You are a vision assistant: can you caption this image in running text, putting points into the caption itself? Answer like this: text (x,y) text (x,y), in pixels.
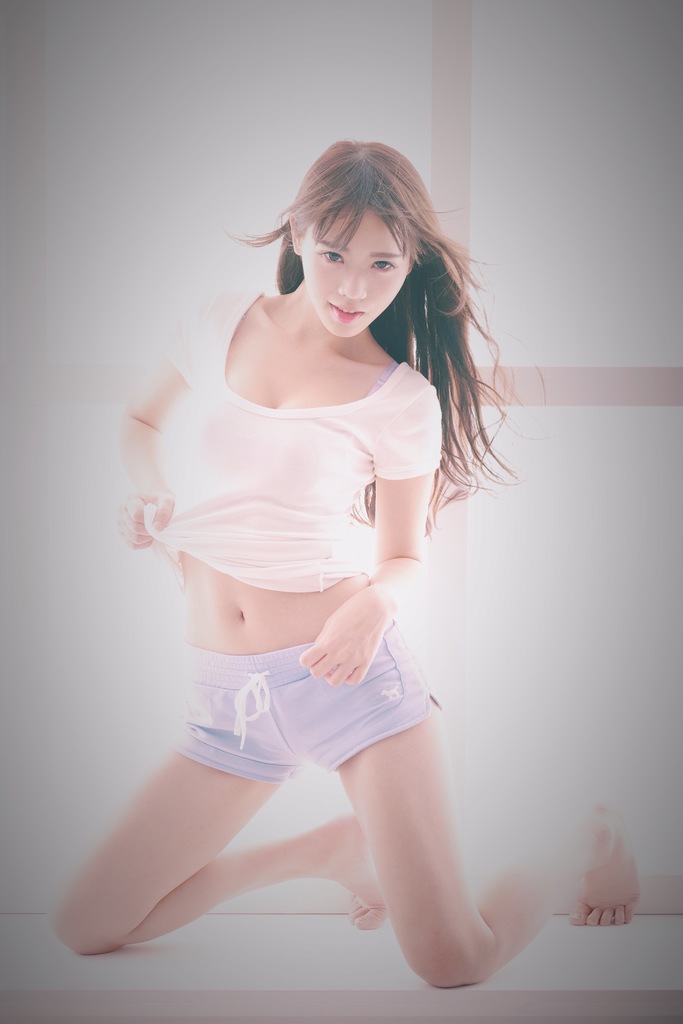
In the picture there is a woman (337,492), she is wearing white and blue dress (225,493) and she is posing for the photo, it is an edited image.
